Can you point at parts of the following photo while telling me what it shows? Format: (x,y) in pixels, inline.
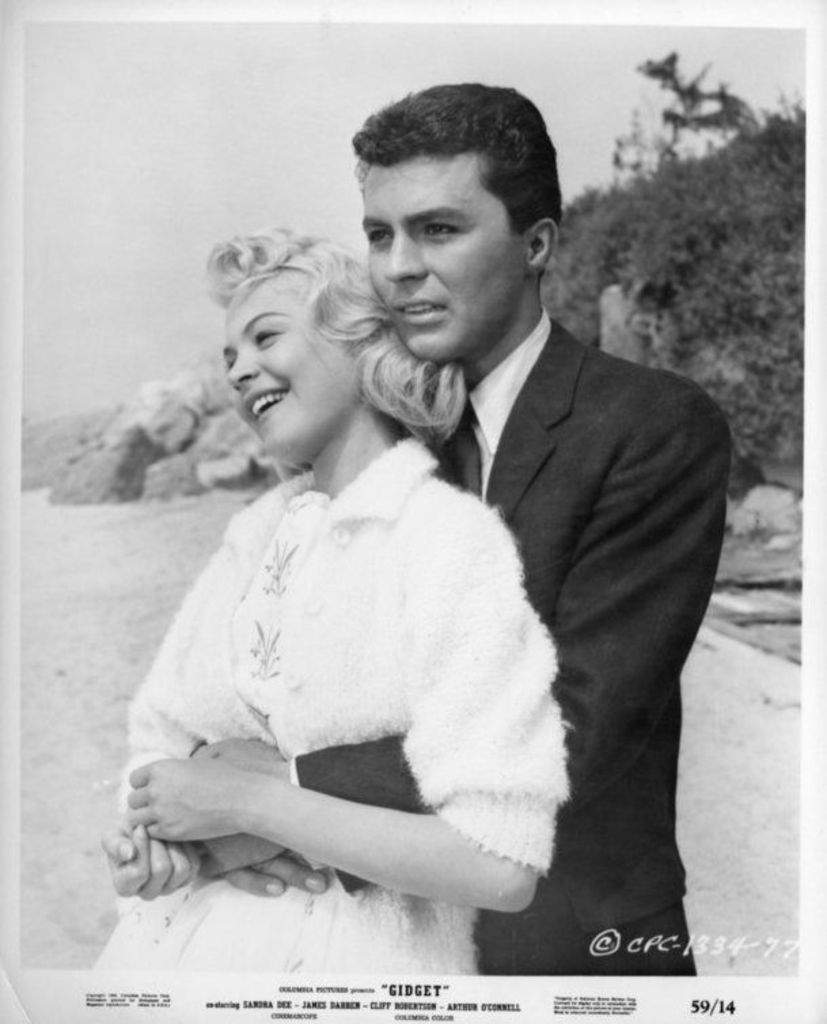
This is a black and white image. Here I can see a man (526,471) and a woman (358,687) standing facing towards the left side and the woman (318,371) is smiling. In the background (749,296) there are some trees (765,355) and rocks (134,460). At the bottom of this image (371,987) I can see some text (322,1010).
